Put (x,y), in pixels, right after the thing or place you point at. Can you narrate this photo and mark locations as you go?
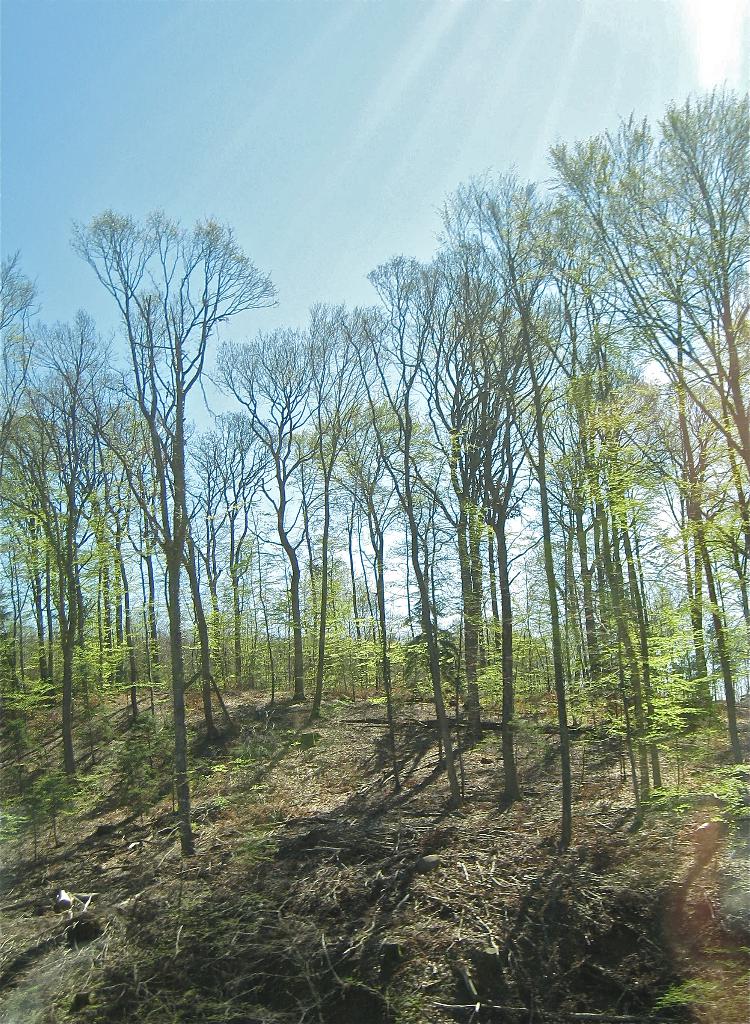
These are the green color trees (502,604), in the middle of an image (343,543). At the top (226,113) it's a sky (226,113).
